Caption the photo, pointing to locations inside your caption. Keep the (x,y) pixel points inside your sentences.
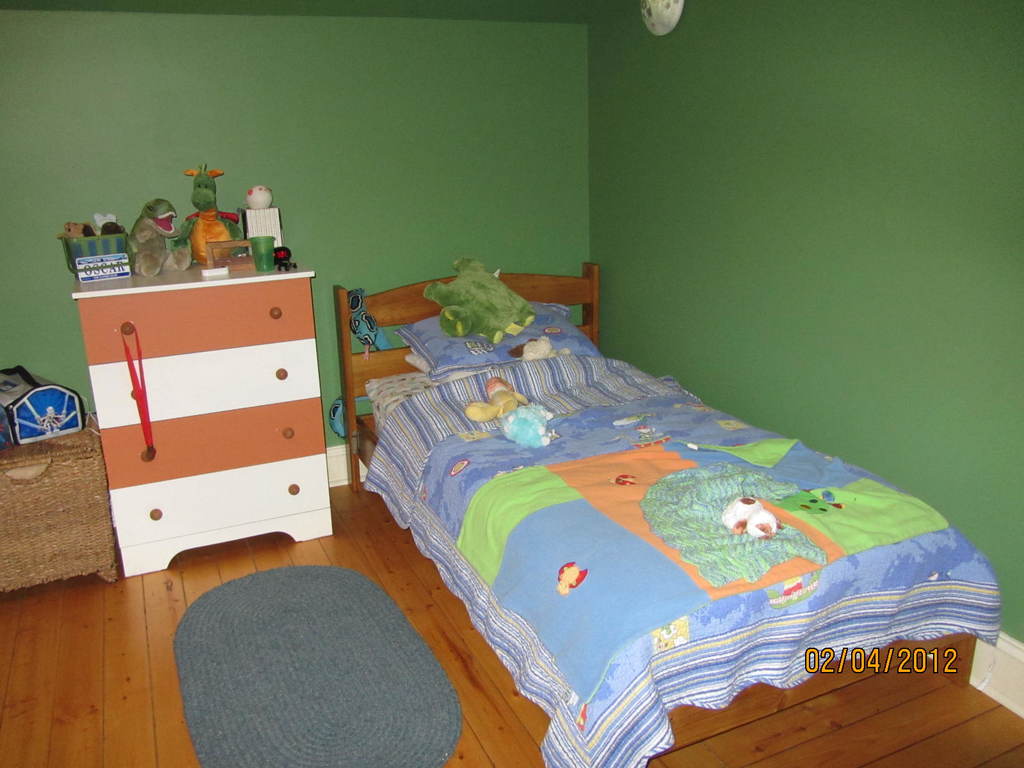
In this picture we can see a room (600,235) with bed (504,444) with pillow (457,339), toys (482,330), bed sheet (562,364) on it and aside to this cupboards (168,361), medal (130,374), some toys (118,225), door mat (298,595), wall (123,213).
